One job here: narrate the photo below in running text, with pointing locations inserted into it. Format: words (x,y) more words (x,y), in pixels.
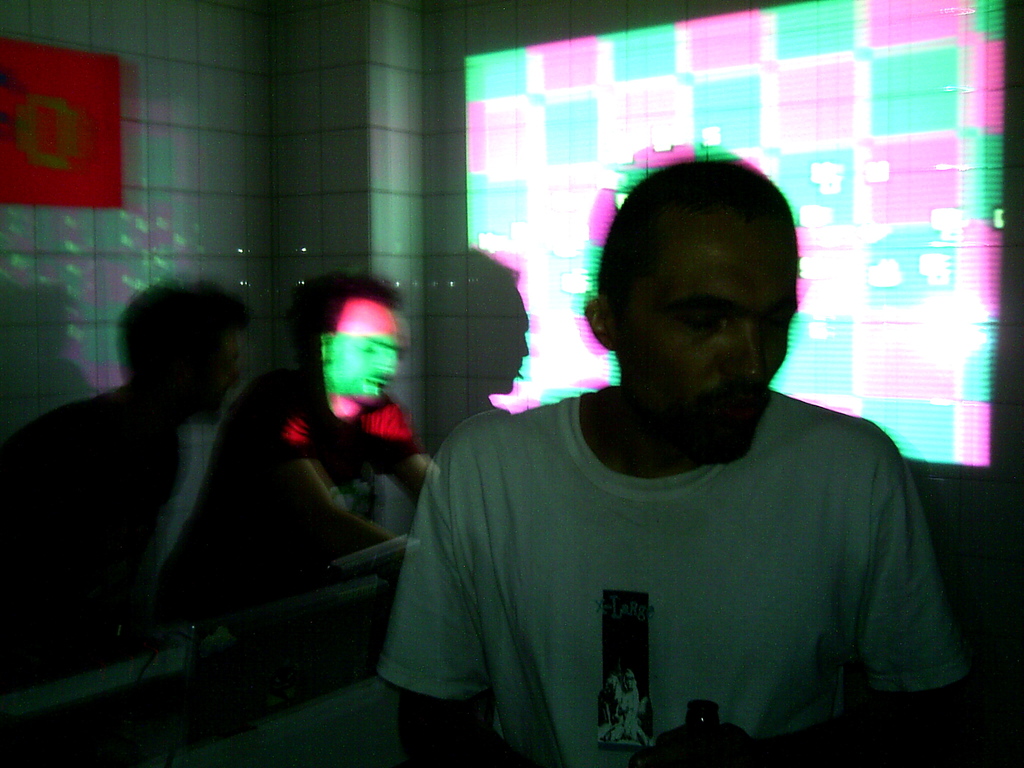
In the foreground (650,481) there is a person (650,481) in white t-shirt (703,616). On the left (335,332) there is a person (360,332). In the background (794,81) it is wall (401,94), on the wall (772,56) there are lights (723,56). On the left (42,149) there is a poster (59,116) on the wall (46,274).
